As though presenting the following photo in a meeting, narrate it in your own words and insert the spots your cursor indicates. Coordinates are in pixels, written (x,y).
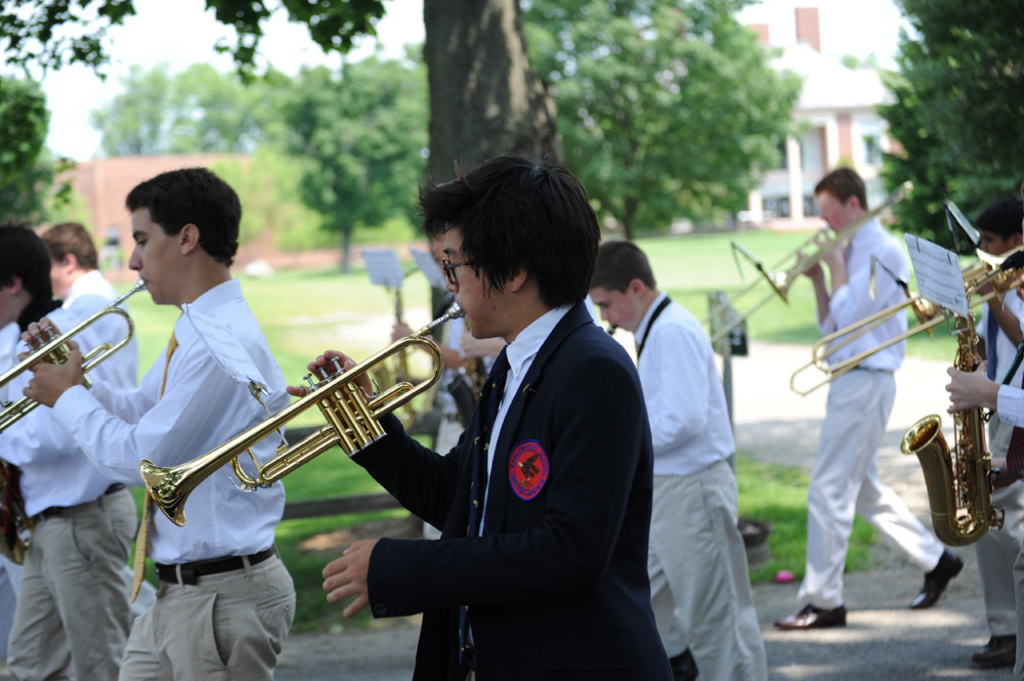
In the center of the image (587,413) we can see a man (591,487) wearing a black color suit (527,496) and playing the trumpet (412,388). We can also a few persons (80,240) wearing the white shirts (863,302) and playing the trumpet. On the right (952,375) there is some person (1012,461) holding the saxophone (961,512). In the background (400,188) we can see the trees (770,127), house (162,169), building (115,177) and also the road (781,379). We can also see the grass (311,607).
